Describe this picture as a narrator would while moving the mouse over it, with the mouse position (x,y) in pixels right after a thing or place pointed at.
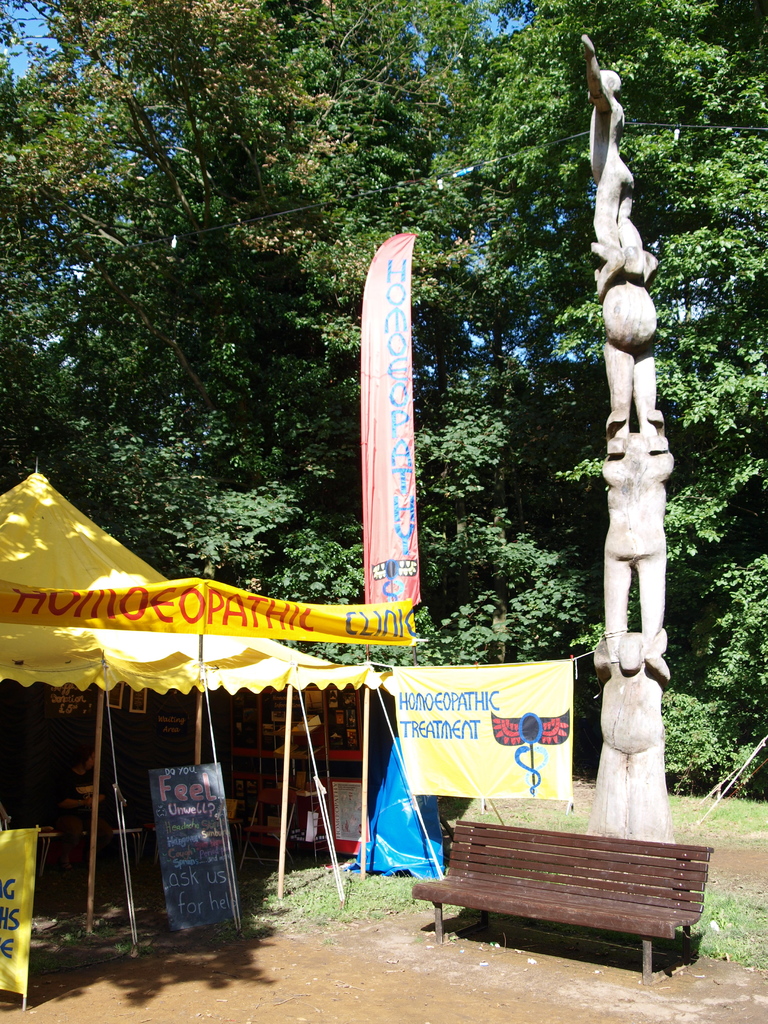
At the left side of image (90,859) there is a tent (43,626) inside there is a person (62,782) sitting on the bench (111,833). There is a banner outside the tent (227,743). There is a statue (619,821) at the right side of the image (619,790), before there is a bench (615,902). Background (767,767) there are few trees (262,7). Right side (713,902) it is a grassy land (766,817).
